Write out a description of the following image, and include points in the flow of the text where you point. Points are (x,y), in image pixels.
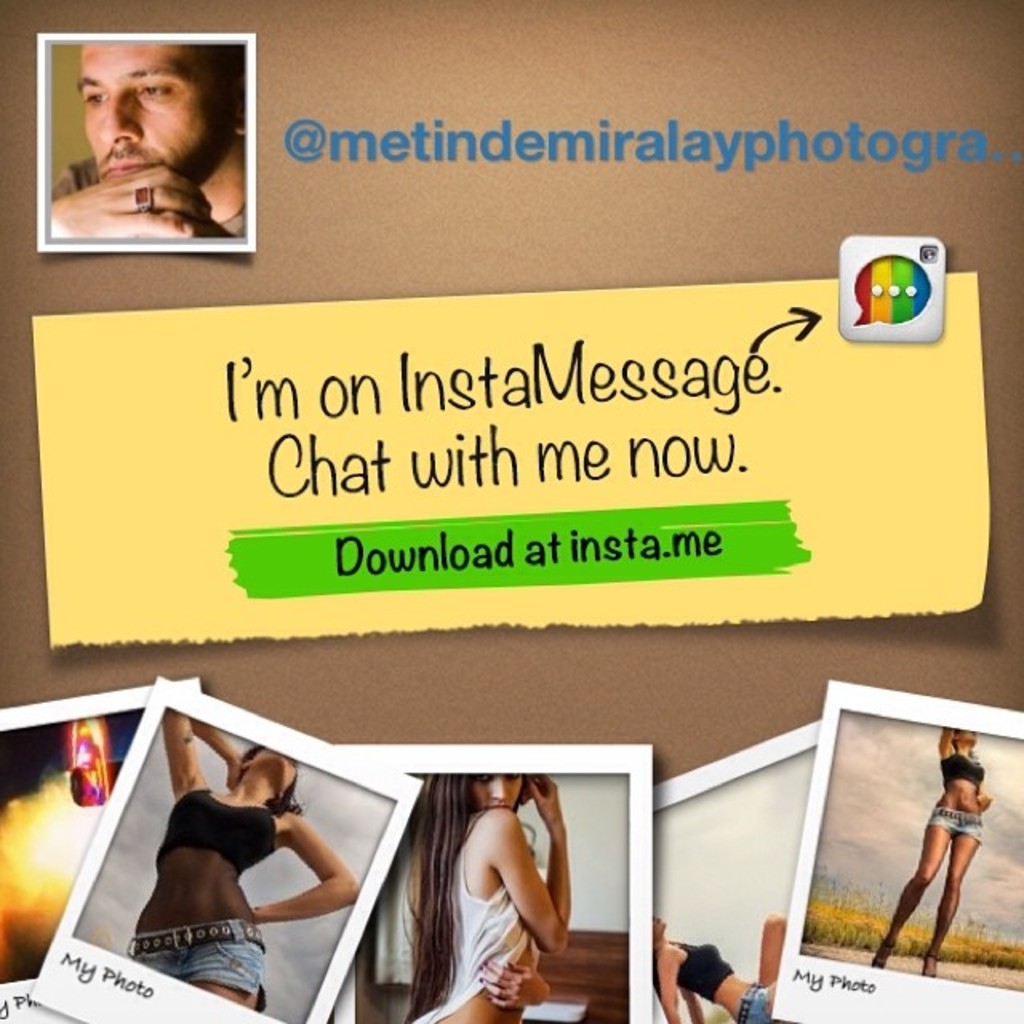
In this image we can see an edited image of few pictures (151,133) and some text (638,425).
